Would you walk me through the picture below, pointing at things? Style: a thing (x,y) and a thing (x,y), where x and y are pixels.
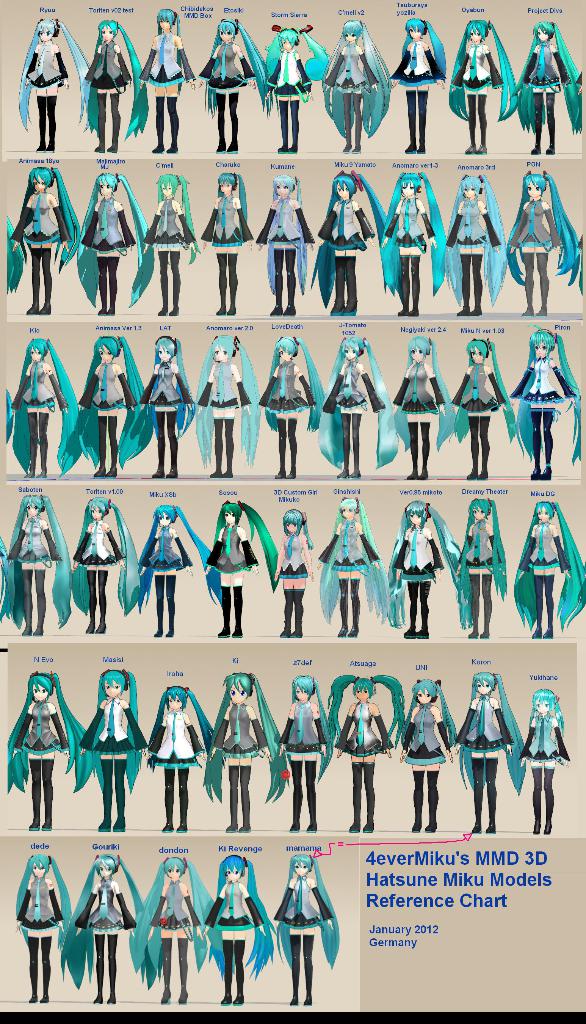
In this picture there is a poster (327,201). On the poster (296,256) there are group of people (180,768) standing. At the bottom right (506,899) there is text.
